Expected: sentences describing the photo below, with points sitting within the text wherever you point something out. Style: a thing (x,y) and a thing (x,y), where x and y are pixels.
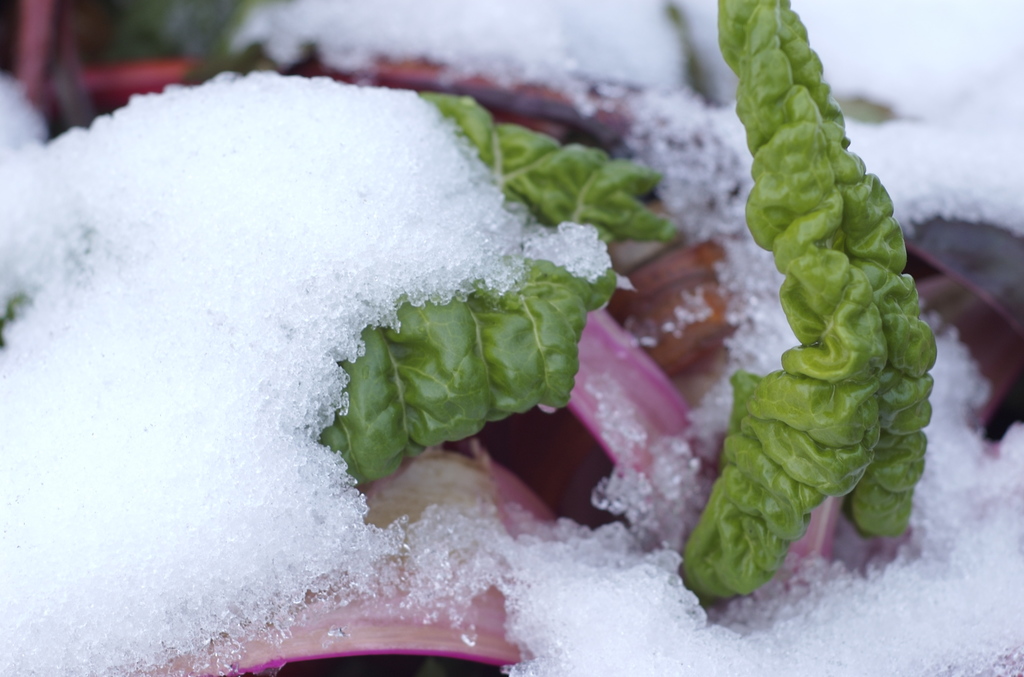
In this picture we can see the green leaves (605,210), beside that there is a ice (974,211) on the plants (685,337).
